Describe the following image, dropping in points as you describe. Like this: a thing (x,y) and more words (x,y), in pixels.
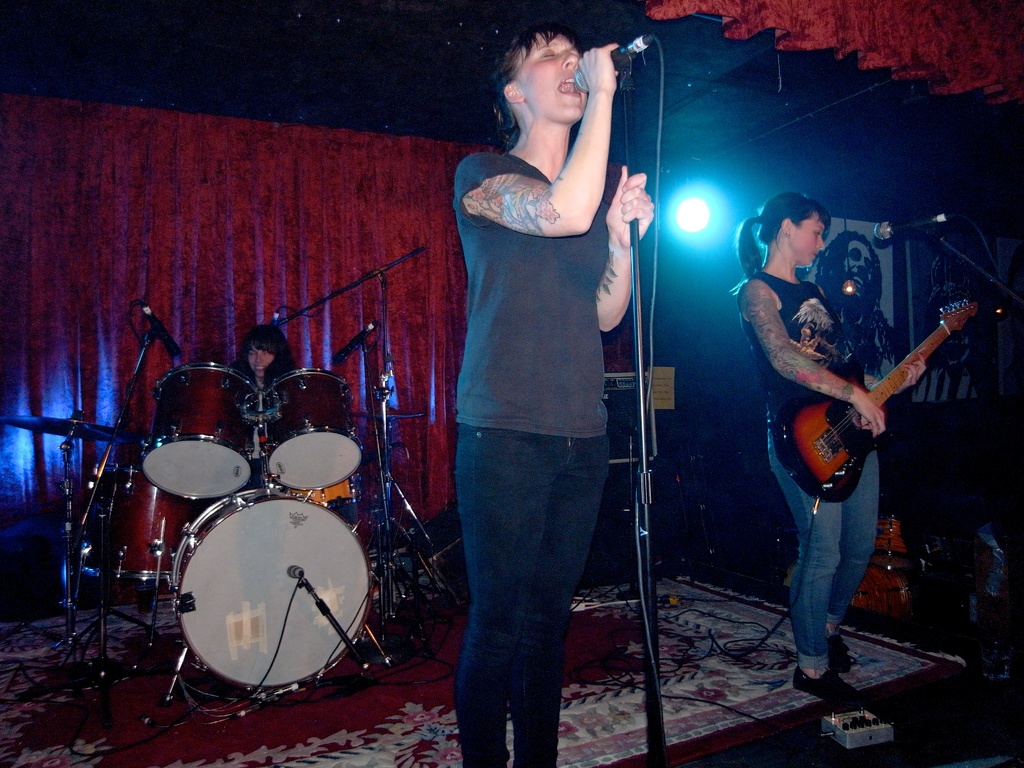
In this image In the middle (582,495) there is a woman (523,394) she is singing. On the right (830,453) there is a woman (825,532) she is playing guitar (855,446). on the left (270,351) there is a woman (271,377) she is playing drums (257,425). In the background (318,291) there is a curtain (233,191), light (716,210) and poster (856,260).
